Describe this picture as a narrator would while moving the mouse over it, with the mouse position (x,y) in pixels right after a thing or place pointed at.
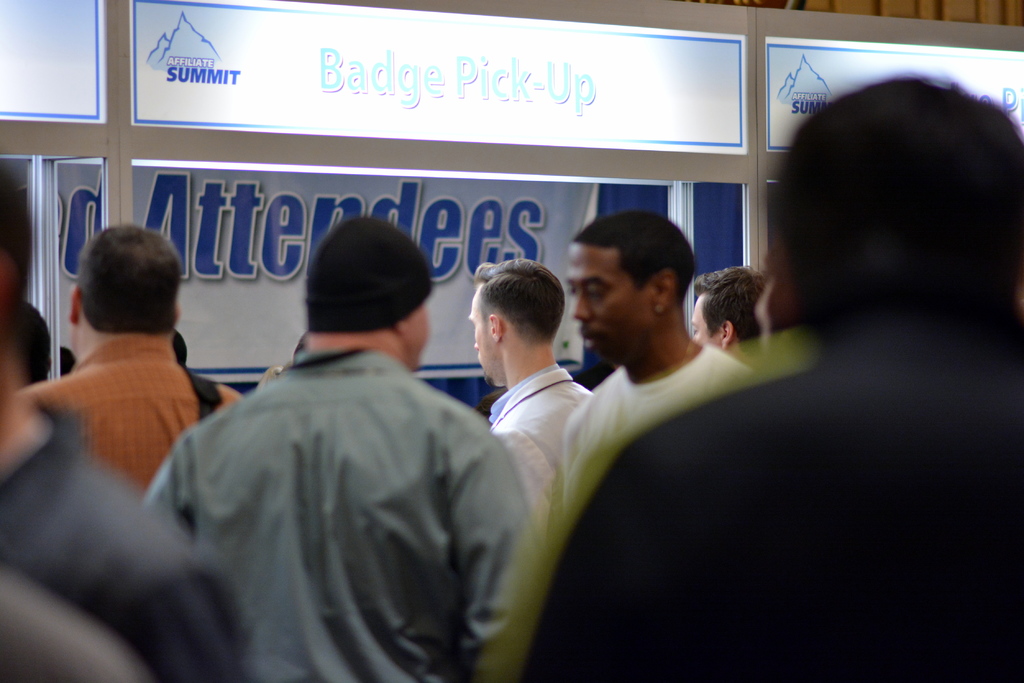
In this picture we can see a group of people (326,578) and in the background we can see posters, banner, curtain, rods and an object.
